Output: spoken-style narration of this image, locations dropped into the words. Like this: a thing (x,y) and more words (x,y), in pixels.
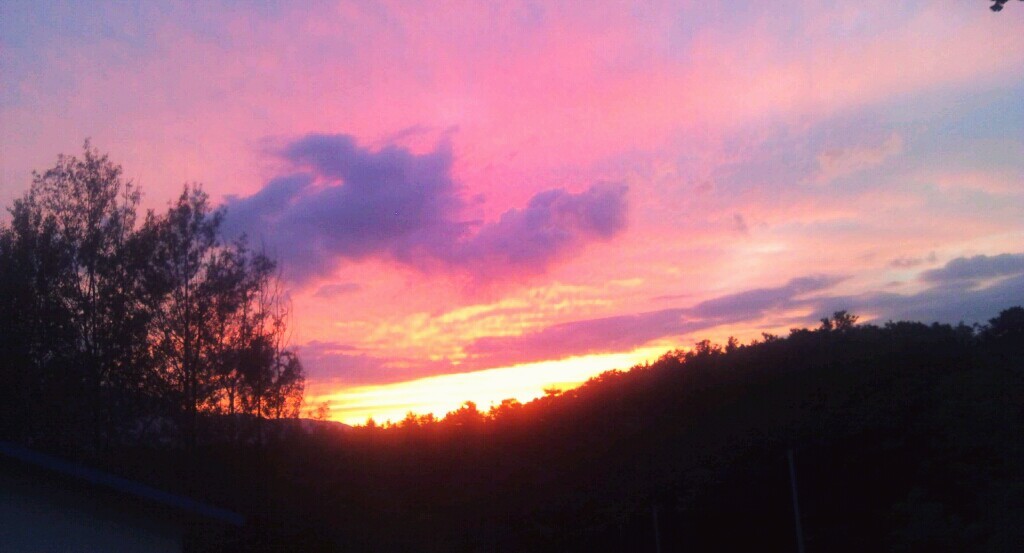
This is the picture of a place where we have a sunset (381,405) and also we can see some trees (131,452) and plants (391,475).
